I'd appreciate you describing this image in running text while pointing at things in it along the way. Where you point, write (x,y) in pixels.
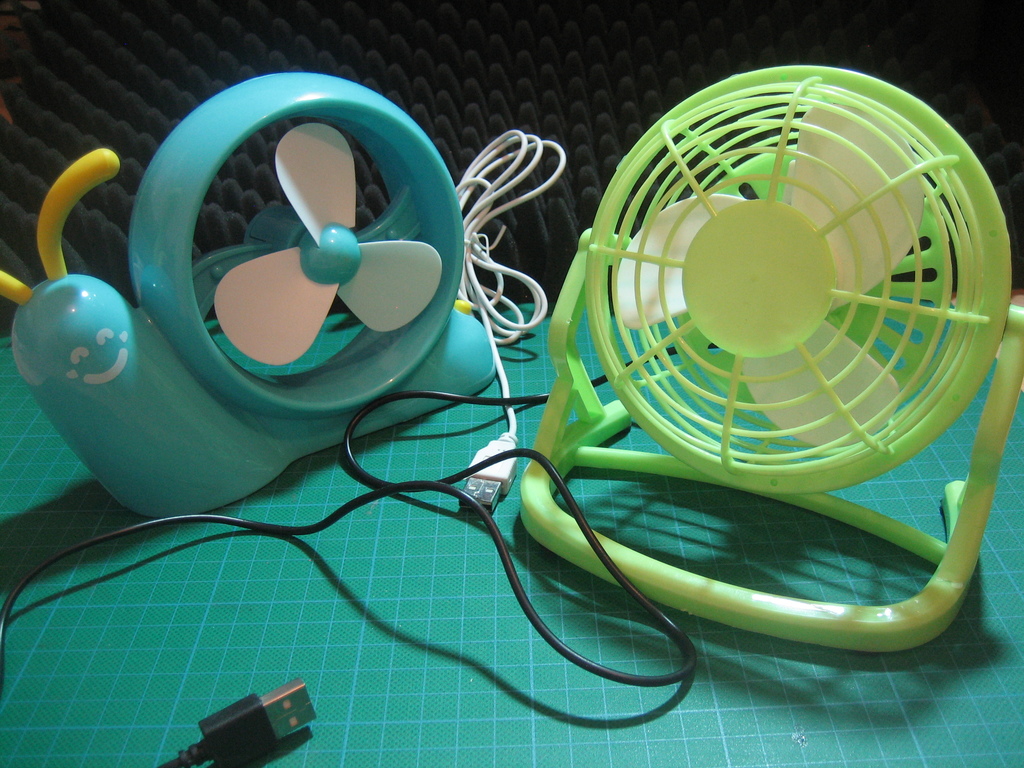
In this image we can see toy fans (310,324) on the table (464,529) with a cloth (464,529) and there are wires (468,258) and at the back (535,60) we can see the black color object (510,80).
